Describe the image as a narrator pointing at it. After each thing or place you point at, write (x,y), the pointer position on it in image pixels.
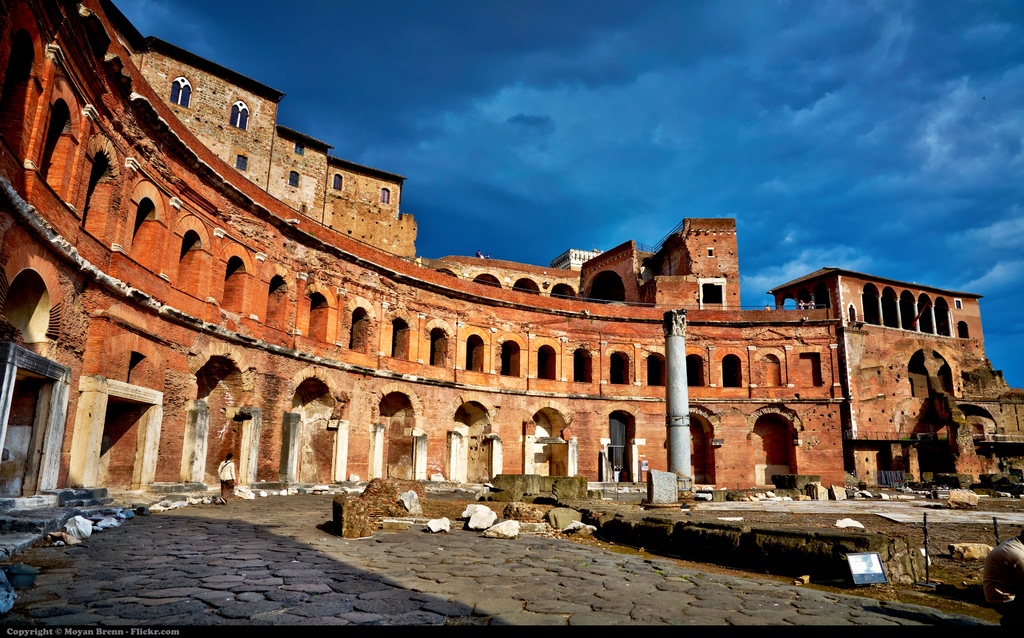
In this image we can see a building (577,391) and it is having many windows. There is a person (232,475) in the image. There is a board (875,576) on the ground (892,587) at the right side of the image (861,573). There is a pillar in the image. There is a cloudy sky (753,144) in the image.
